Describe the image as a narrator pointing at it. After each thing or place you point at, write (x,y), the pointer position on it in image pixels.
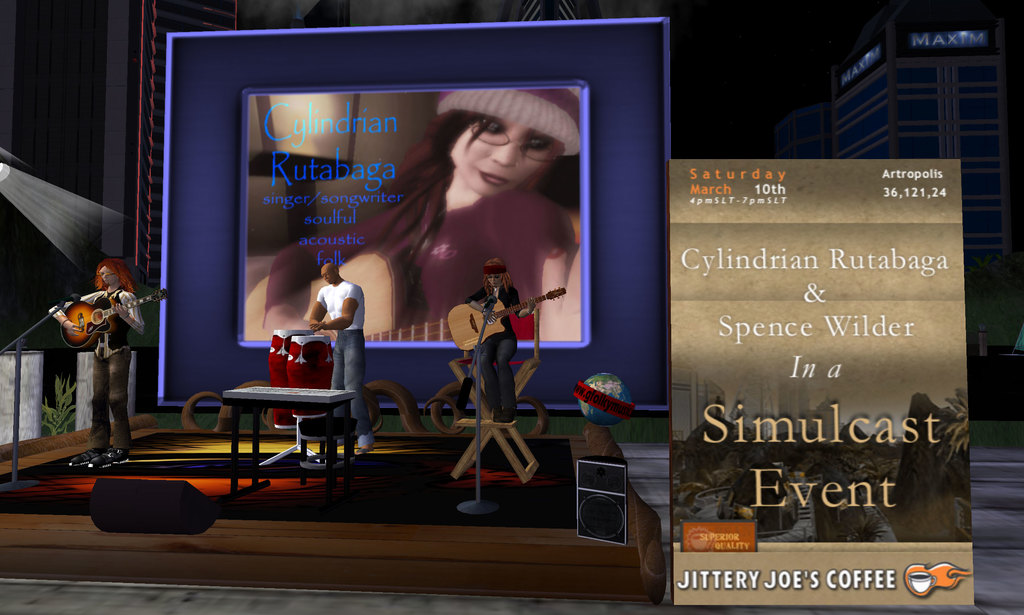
In the picture we can see the animated image of three people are playing a musical instrument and behind them, we can see the screen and beside it, we can see the banner (826,239) and behind it we can see the building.
